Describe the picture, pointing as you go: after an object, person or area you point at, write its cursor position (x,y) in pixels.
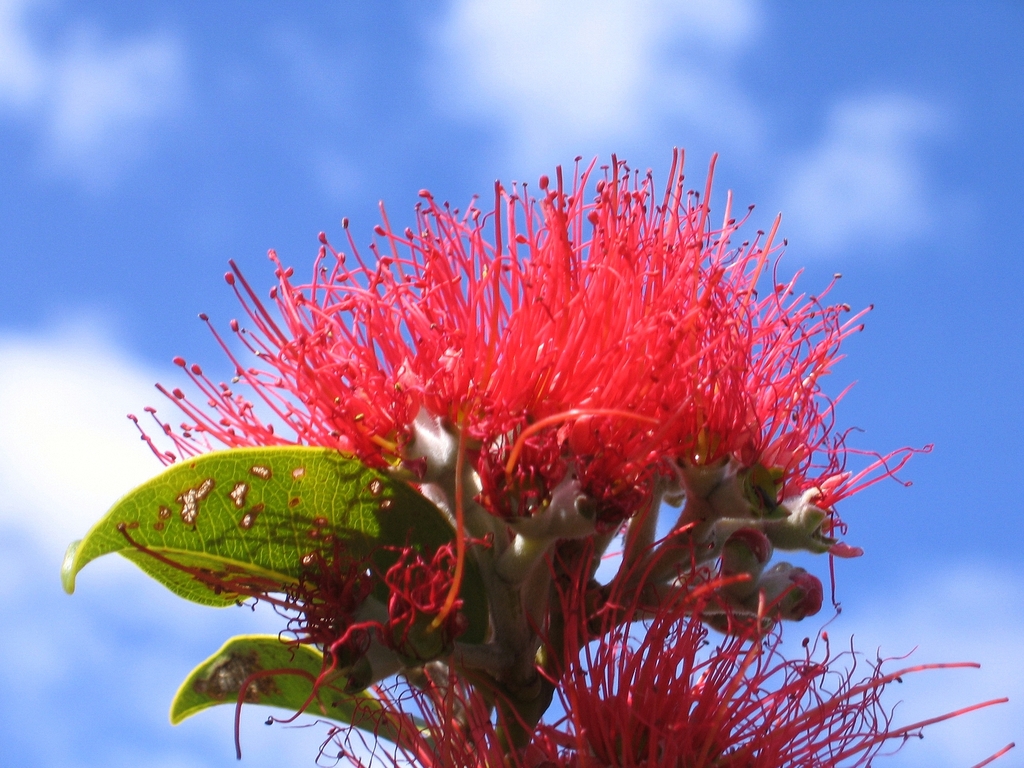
In this picture, we can see a flower (436,556) with plant (498,652), and we can see the blurred background of the sky (286,110) with clouds (42,379).
